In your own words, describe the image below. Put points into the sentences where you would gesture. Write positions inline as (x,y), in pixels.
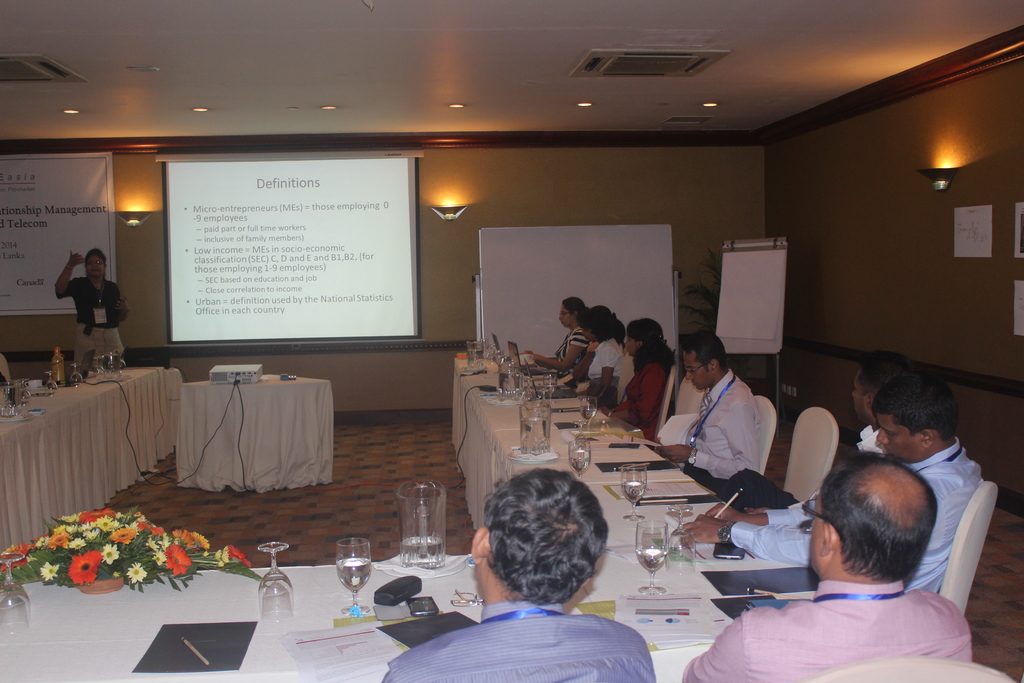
In this image I can see number of persons (935,609) are sitting on white colored chairs (822,448) in front of the white colored desk (279,634). On the desk (188,618) I can see few flowers (155,547), few glasses (276,558), few glass jars (539,448), few papers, a bottle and few other objects (190,645). In the background (101,340) I can see a person (114,326) standing, a white colored projector (237,370), few wires (234,384), few boards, a banner (79,232), a screen (279,213), the ceiling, few lights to the ceiling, the wall (598,182) and few lights (459,213) to the wall (912,181).
